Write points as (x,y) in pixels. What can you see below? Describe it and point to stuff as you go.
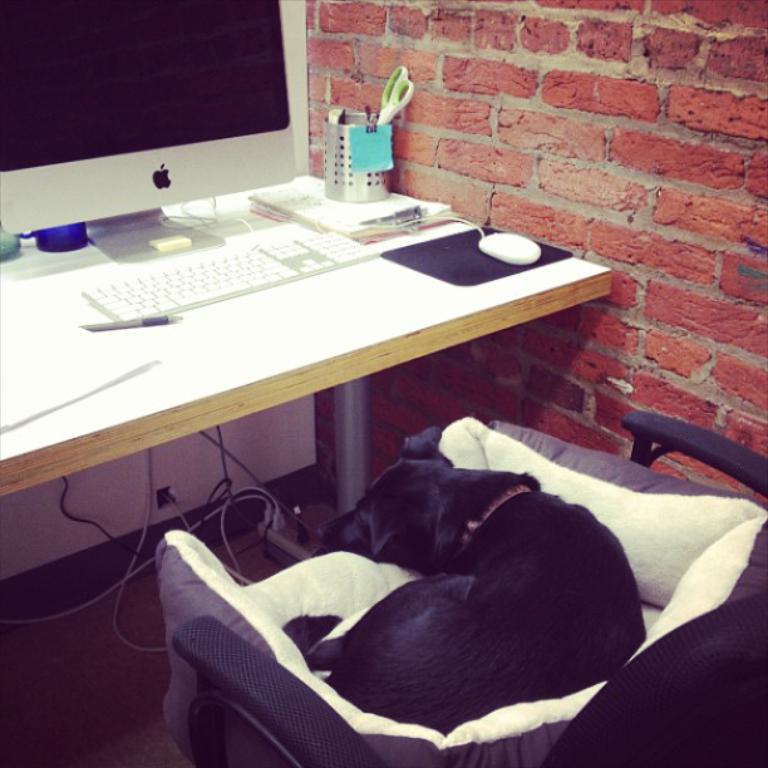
This picture shows a monitor (80,83), a keyboard (296,246) and a mouse (483,241) and we see a pen stand (331,180) and a scissors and a paper (374,141) on the table (3,416). we see dog (395,560) seated on the chair (673,440) and we see a brick wall (430,96) on the side.
